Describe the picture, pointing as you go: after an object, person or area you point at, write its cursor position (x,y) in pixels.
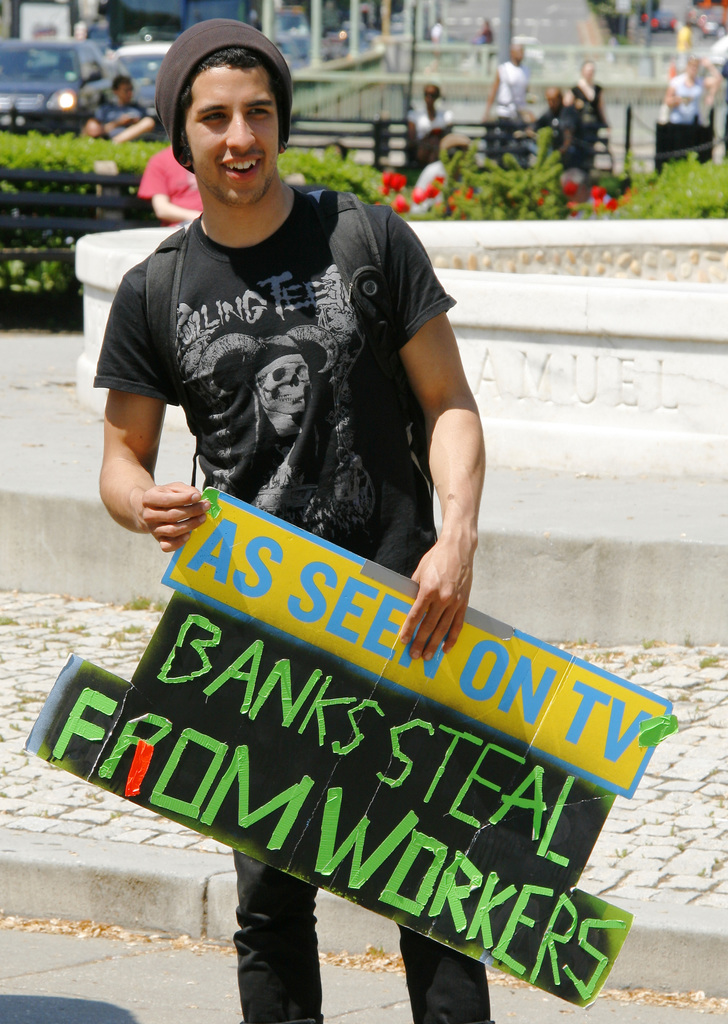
In the center of the image (338,461) a man (310,517) is standing and holding a board (370,718) in his hand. And wearing a bag (345,248) and a cap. In the background of the image (454,198) some persons (430,141) are sitting on a bench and plants (668,206) flowers (401,209) are there. At the bottom of the image (683,980) ground (709,868) is present. At the top right corner (658,44) road (661,32) is present. At the top left corner (100,71) cars (100,57) are there. At the top of the image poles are present.
